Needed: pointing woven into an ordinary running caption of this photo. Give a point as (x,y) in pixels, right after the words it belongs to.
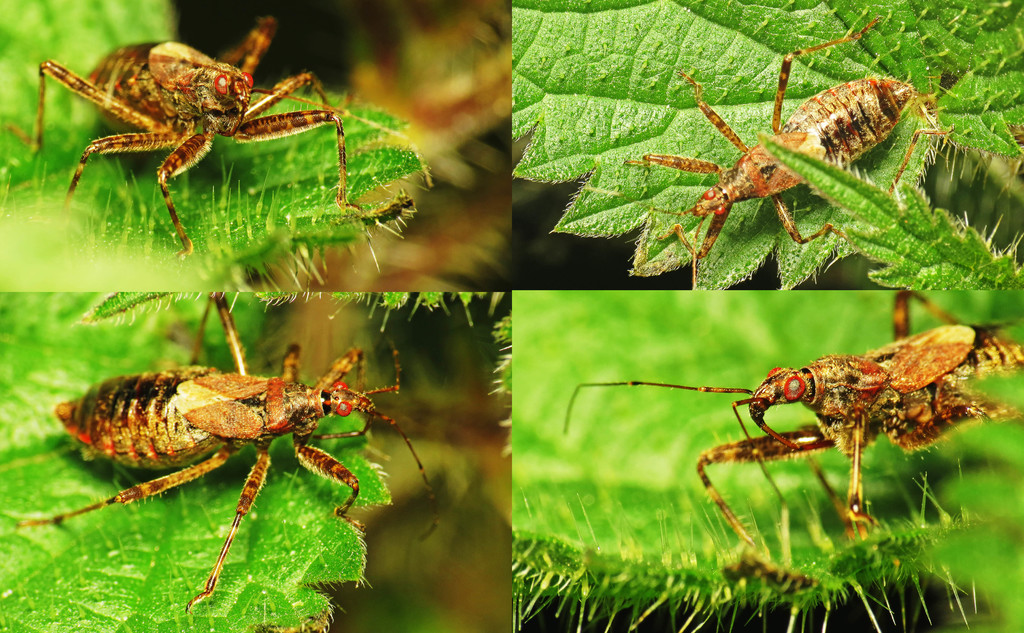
In this image we can see collage of a picture in which we can see insect (814,381) on a leaf (19,317).
